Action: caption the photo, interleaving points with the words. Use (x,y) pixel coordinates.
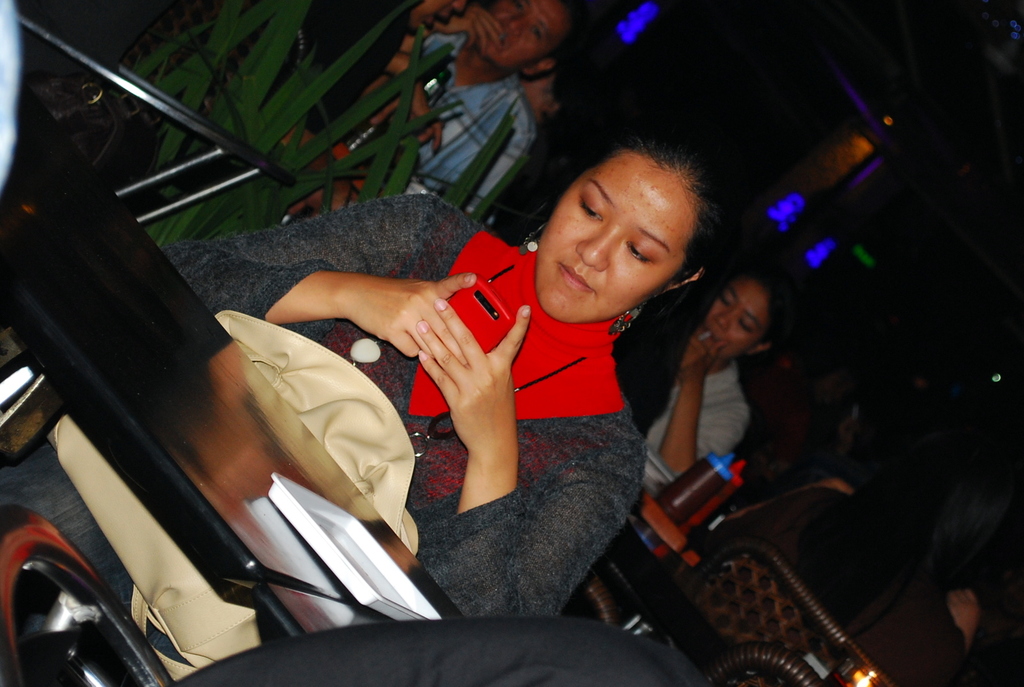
In this image we can see a woman (588,331) holding the mobile phone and sitting in front of the table (271,442) with a bag (292,399) and on the table (271,518) we can see the white color plate (360,556). In the background (282,145), we can see the plant (322,87) and also the people (734,311) sitting on the chairs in front of the dining table (659,562) and on the table (678,585) we can see the sauce bottles (696,488). We can also see the lights (889,125).
